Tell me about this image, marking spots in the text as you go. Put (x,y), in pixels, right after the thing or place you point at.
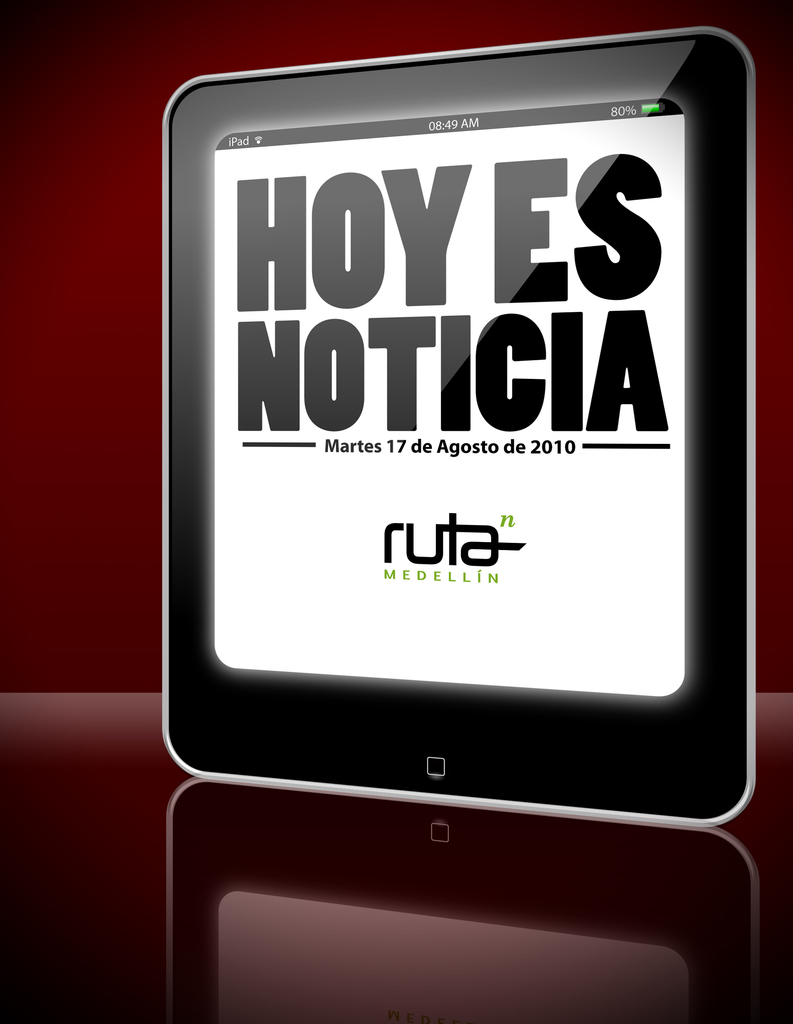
In this image, we can see a tablet (638,129) contains some text (289,357) on the screen (295,348).
